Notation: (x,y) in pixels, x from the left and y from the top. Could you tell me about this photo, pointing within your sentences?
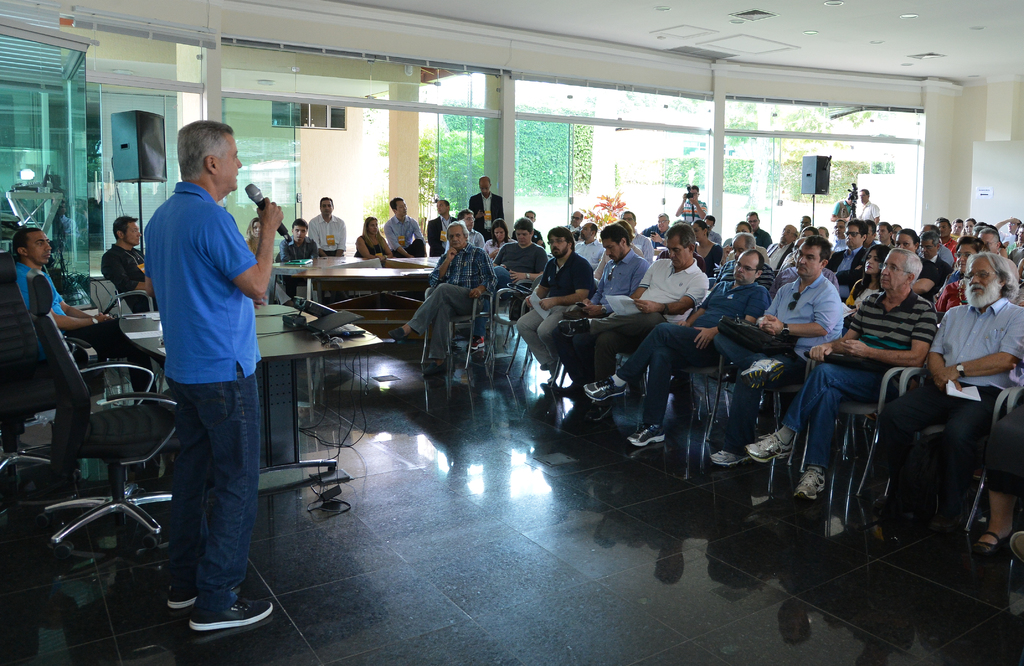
A picture of a room (267,196). This man (189,291) is standing and holds a mic (264,218). On this table (269,331) there is a projector (316,311) and laptop (327,317). This persons (442,321) are sitting on a chair (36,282). Far this person (698,212) is holding a camera (690,193). Outside of this room (513,134) there are trees (537,147). This are sound boxes (126,151).
